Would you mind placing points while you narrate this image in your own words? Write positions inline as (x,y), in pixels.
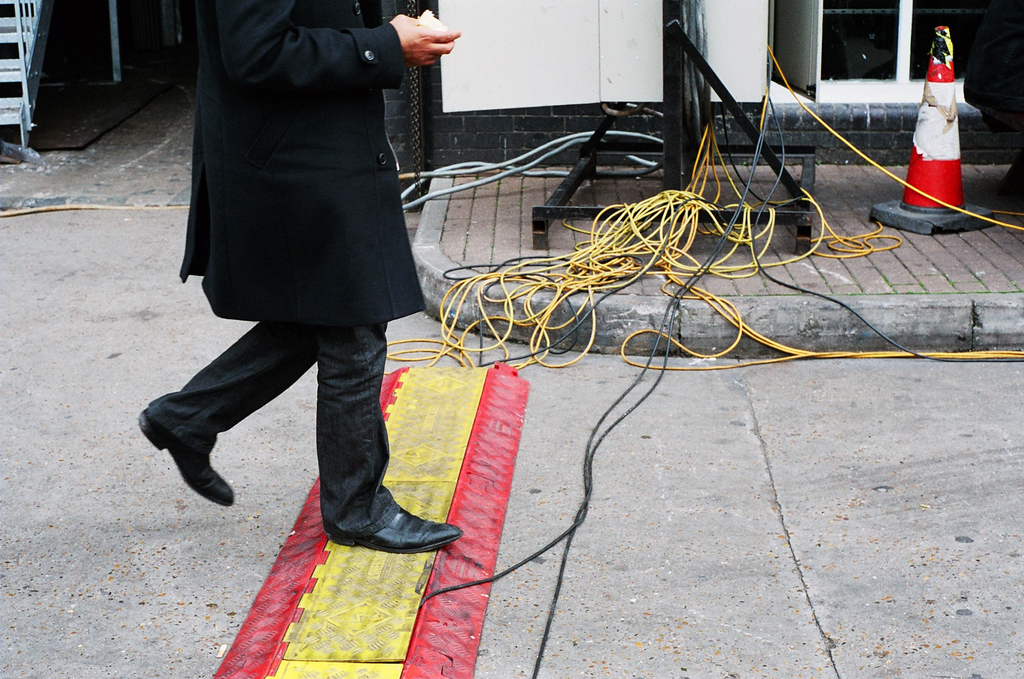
In this picture we can see a person (323,159) is walking, there are some wires (594,262) in the middle (677,234), on the right side (916,169) there is a traffic cone (931,167), on the left side (7,66) we can see stairs (9,79).
